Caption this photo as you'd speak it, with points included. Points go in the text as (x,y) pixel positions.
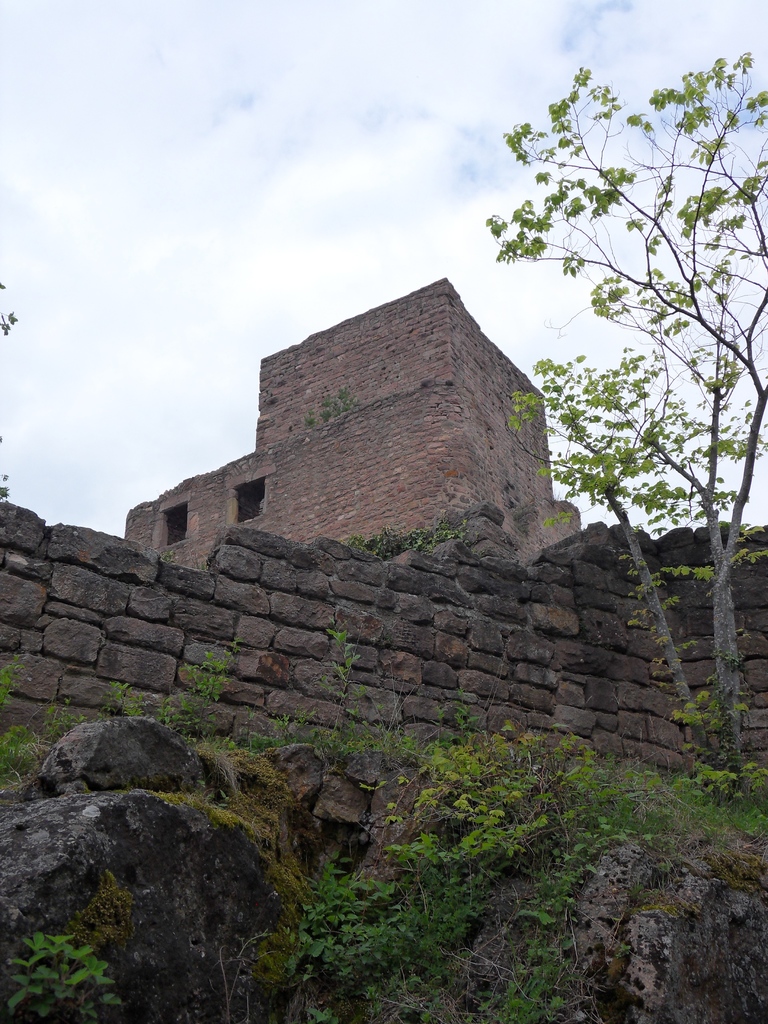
At the bottom of the picture (248,809), we see the rocks (213,822) and the herbs (550,861). On the right side (652,605), we see the trees (718,683). In the middle of the picture (432,667), we see the wall (418,628) which is made up of stones (492,656). Behind that, we see a building (363,496) which is made up of bricks (342,437). In the background (172,153), we see the sky (192,228).
